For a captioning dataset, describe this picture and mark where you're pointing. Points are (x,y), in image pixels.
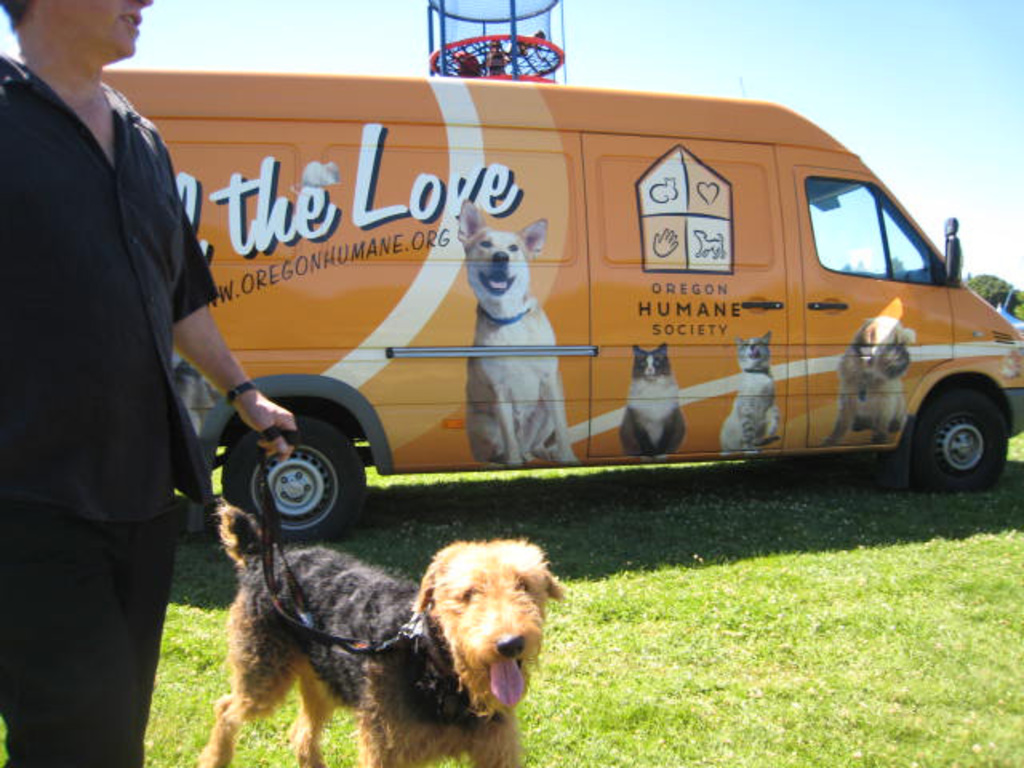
In the foreground of this image (111,466), there is a man (110,512) in black dress (115,681) holding the belt (269,540) of the dog (404,615) in his hand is on the left side of the image (329,627). In the background (462,225), there is van (469,205) on the grass (742,593) and an object (515,49) on the top of it. In the background (872,87), there is the sky (940,97) and few trees (980,279).
